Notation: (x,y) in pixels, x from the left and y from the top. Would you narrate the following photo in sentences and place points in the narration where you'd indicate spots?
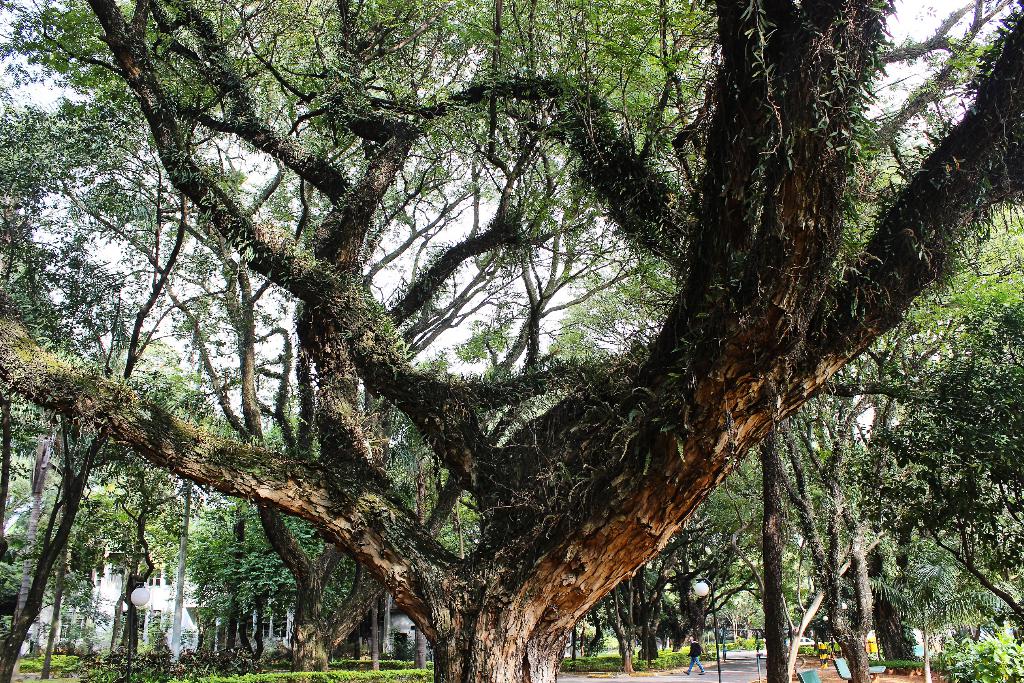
In this image there are some trees (445,488) as we can see in middle of this image (619,401). There is one building (163,605) in the background (171,584) and there is one person (696,661) walking in the bottom right side of this image (689,644).
